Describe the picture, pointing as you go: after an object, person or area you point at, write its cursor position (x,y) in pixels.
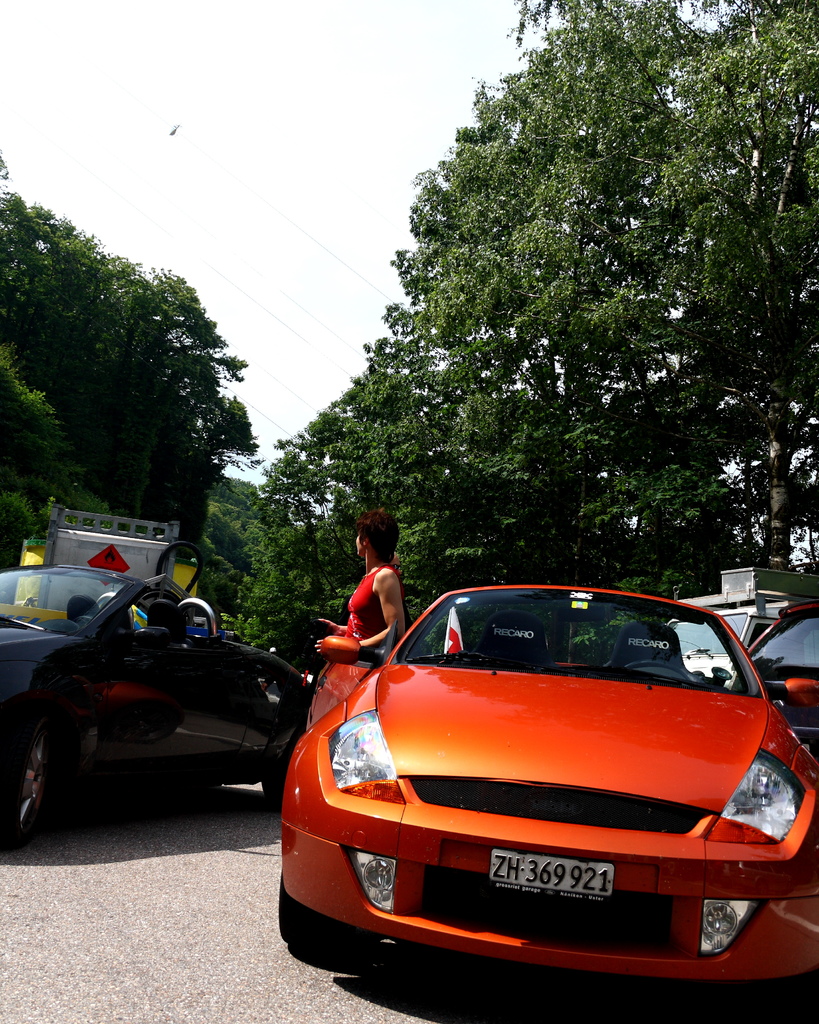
In this image we can see a woman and cars (393,827) on the road (263,806). In the background (203,507) there are trees (606,267) and sky (55,170).
